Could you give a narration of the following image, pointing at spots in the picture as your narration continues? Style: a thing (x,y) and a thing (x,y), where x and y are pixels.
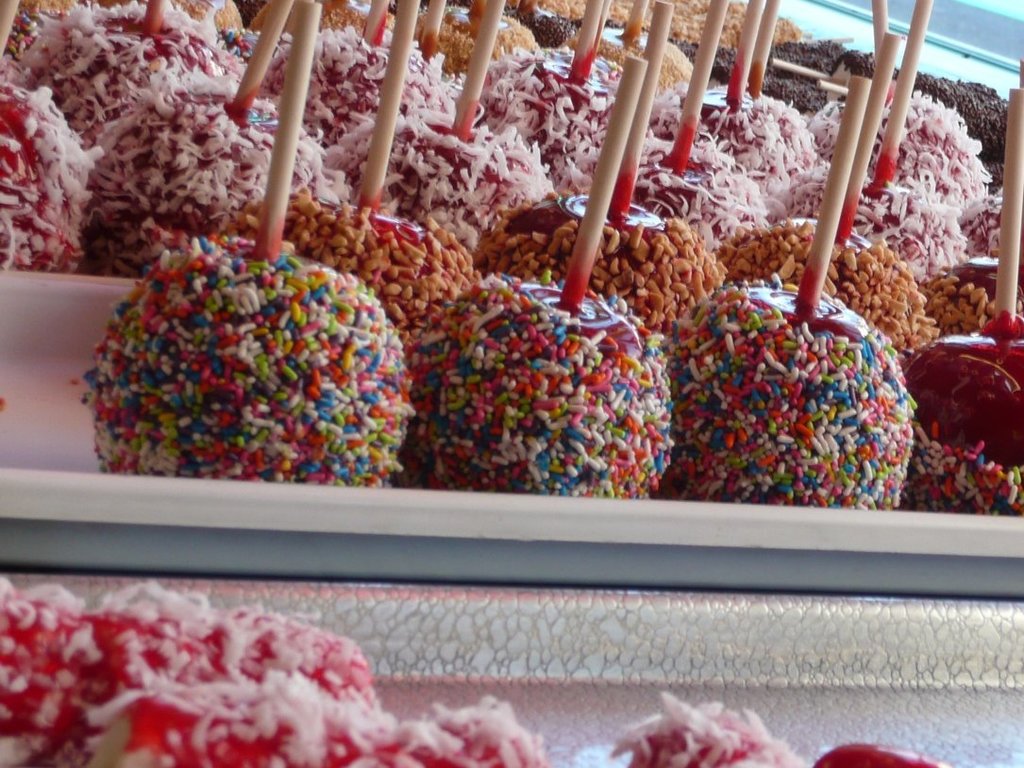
In this image I can see few food items (754,198) and they are in multi color and the food items (404,360) are on the white color surface (260,483).
